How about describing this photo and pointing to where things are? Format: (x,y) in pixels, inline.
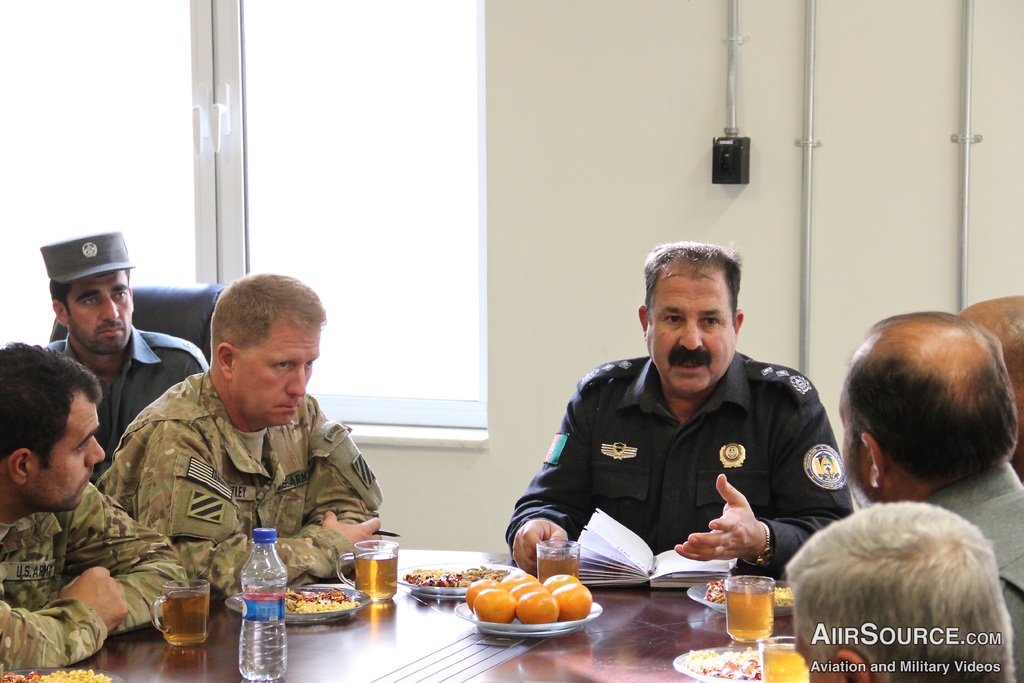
In this image, there are a few people (703,396). We can see a table (553,645) with some objects (529,622) like fruits (521,586), some food items (440,570) and glasses (760,617) with liquid (785,668). We can also see the wall (640,198) with some objects (729,164) and windows (371,336).
